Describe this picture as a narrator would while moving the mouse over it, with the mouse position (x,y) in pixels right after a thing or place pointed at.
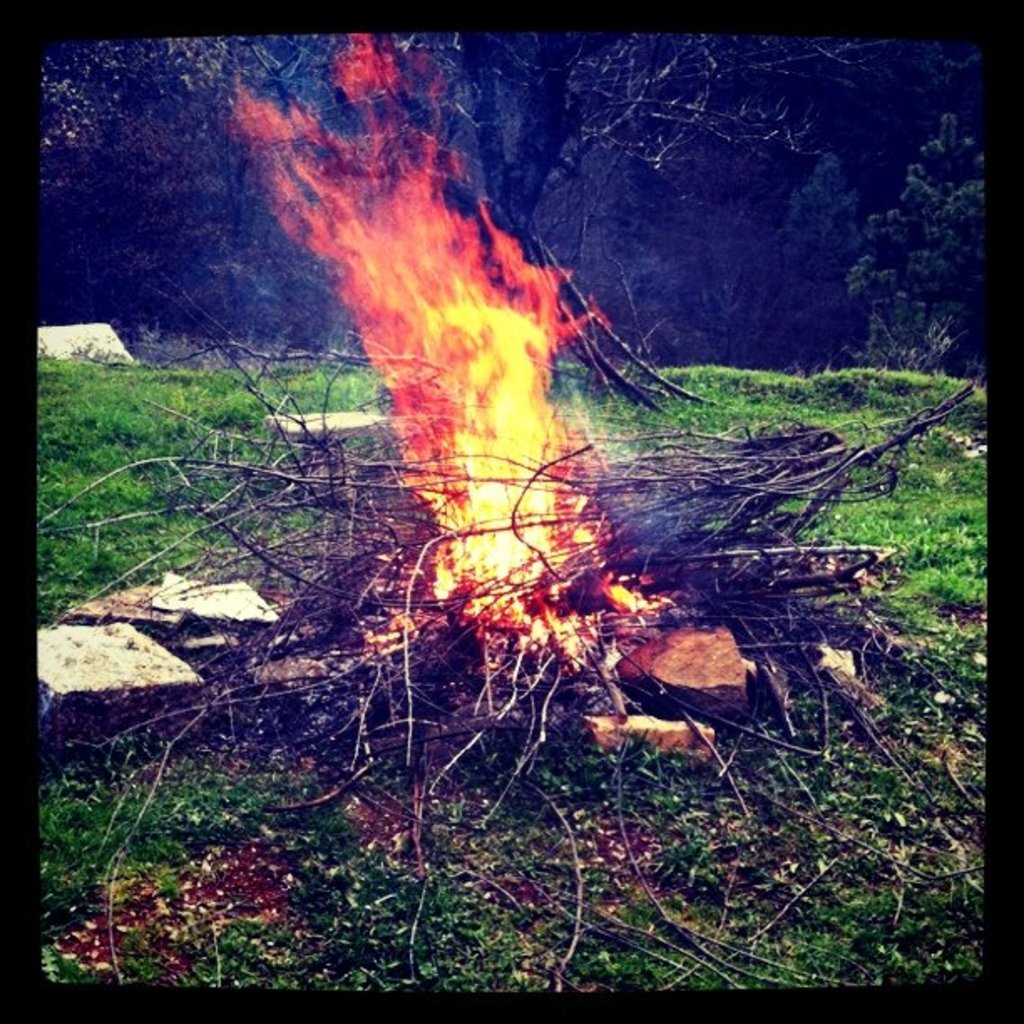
In this picture we can see the grass (367,950), stones (676,725), sticks (297,635), fire (473,562) and in the background (157,105) we can see trees (140,115).
